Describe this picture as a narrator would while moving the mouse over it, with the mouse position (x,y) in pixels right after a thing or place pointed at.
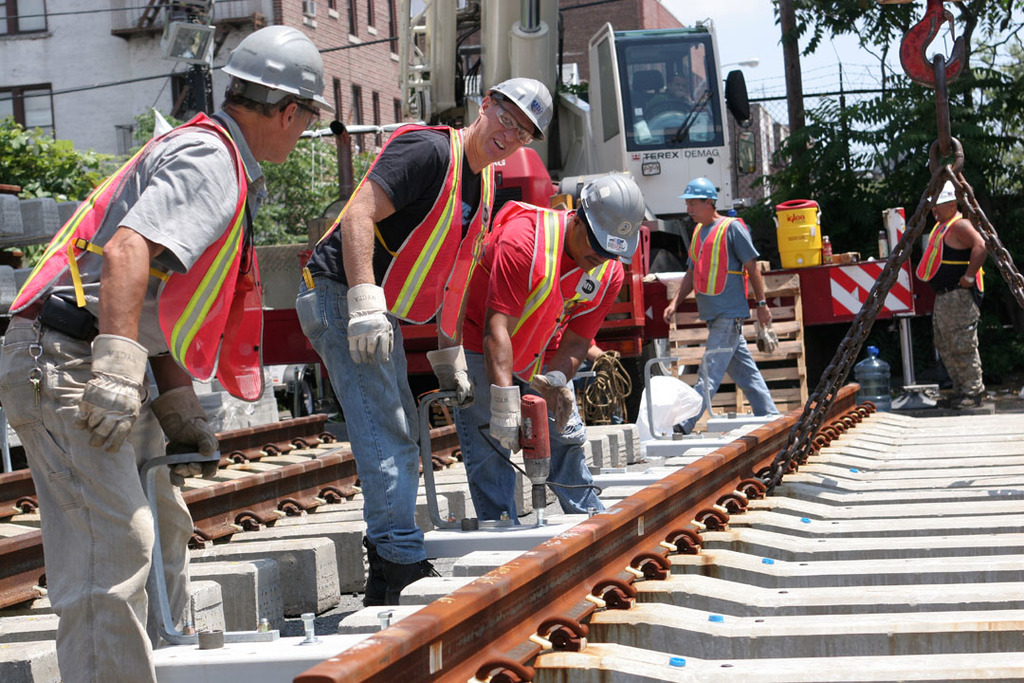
In this image there are three persons (387,383) are working on the railway tracks (819,481) wearing a helmets (505,97) and there are some buildings (350,84) in the background (148,34) and there is a tree (290,233) in middle of this image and right side of this image (832,187), and one person (943,349) standing at right side of this image (941,328) and one is in middle of this image (670,306) and there is a blue colored object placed at right side of this image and there is a machinery (711,40) at top right side of this image (712,124) which is in white color, and there are some railway tracks (322,438) at bottom of this image (537,550).
